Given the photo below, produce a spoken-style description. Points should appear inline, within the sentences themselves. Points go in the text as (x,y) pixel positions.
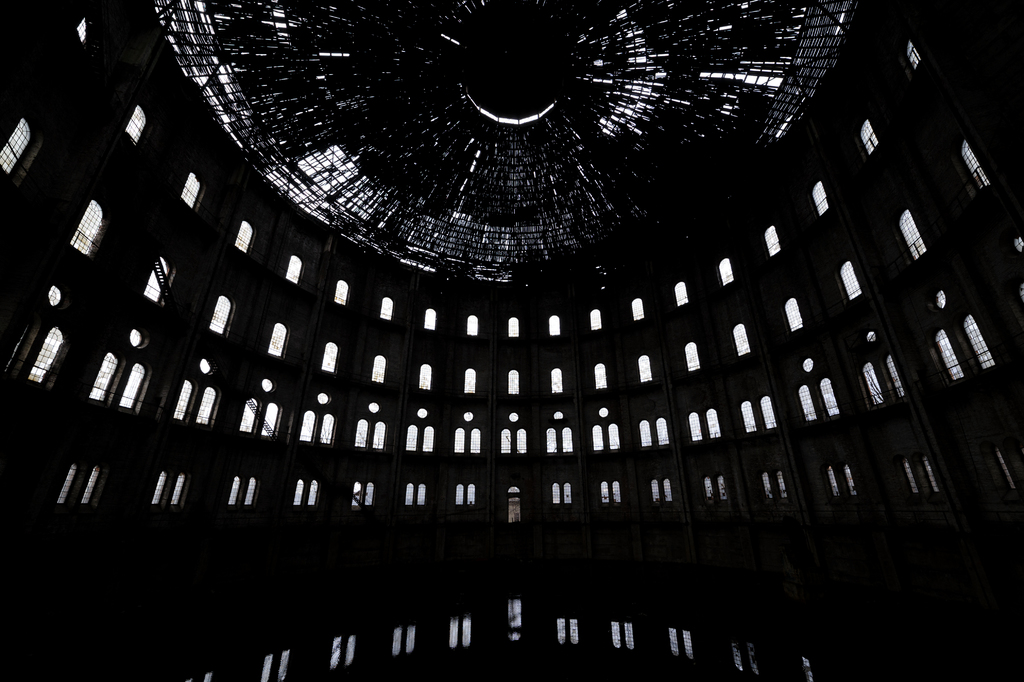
In this picture we can see windows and this is an inside view of a building (615,307).
